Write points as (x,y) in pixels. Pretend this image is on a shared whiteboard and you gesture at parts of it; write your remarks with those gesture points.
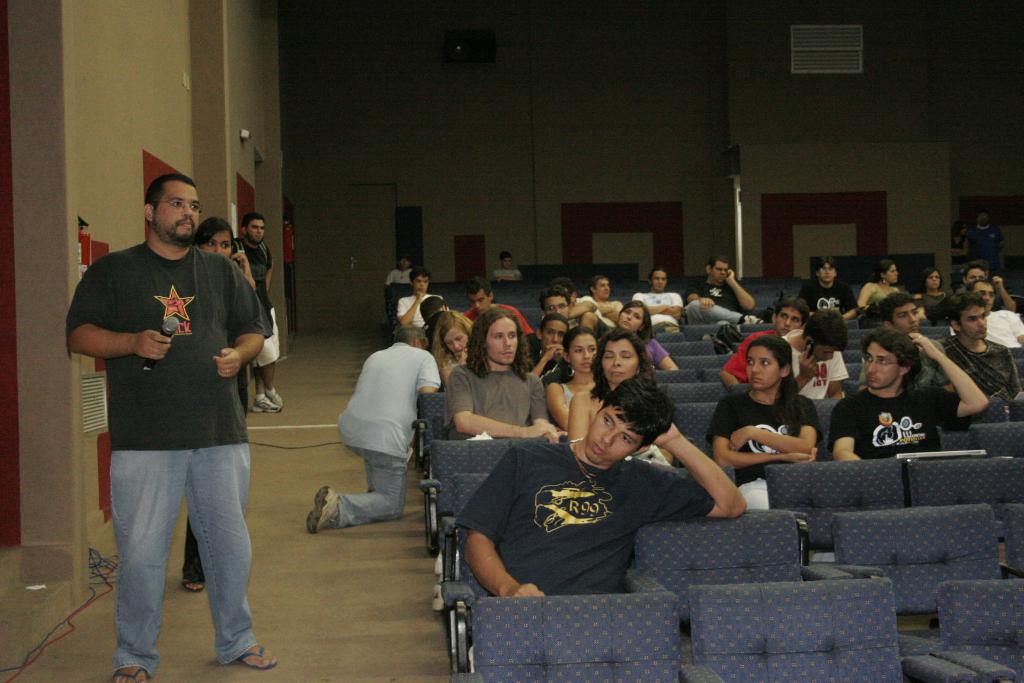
In this image we can see there are a few people (676,312) sitting on the chairs (813,569). On the left side of the image (189,289) there are some people (215,309) standing and one of them is holding a mike (174,327). In the background (384,141) there is a wall (535,223).
